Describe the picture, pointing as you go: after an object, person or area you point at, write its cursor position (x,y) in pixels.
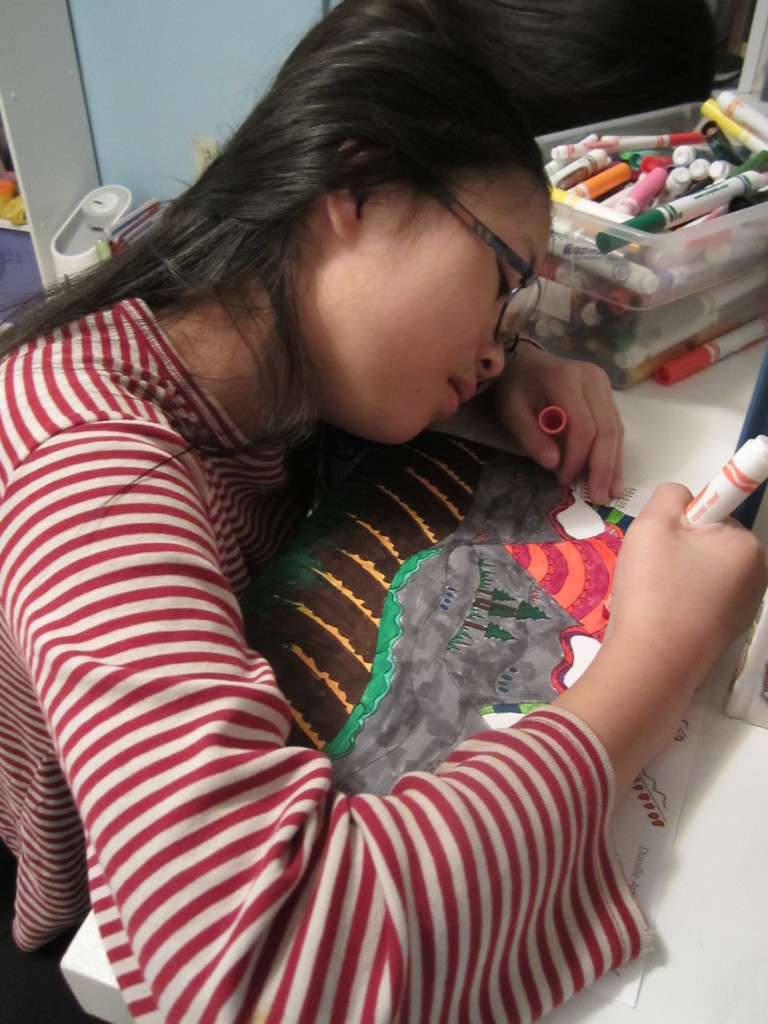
In this image there is a person (437,289) with spectacles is drawing with a marker (753,486) on the paper (519,545), and there are color markers (620,197) in a plastic container (571,326), and in the background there are some objects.
